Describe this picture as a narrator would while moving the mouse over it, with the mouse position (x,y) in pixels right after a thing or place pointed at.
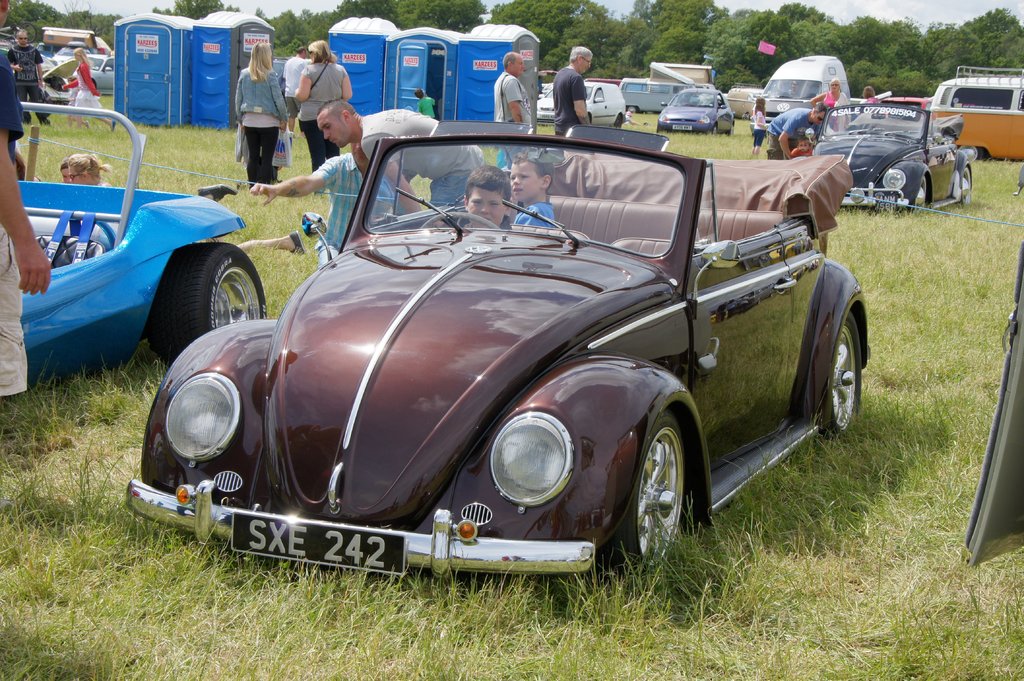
In this image there are vehicles (693,88) and we can see people (300,248). At the bottom (813,545) there is grass (806,499). In the background (731,9) there are trees (553,49) and sky (761,7). We can see sheds (419,85).
